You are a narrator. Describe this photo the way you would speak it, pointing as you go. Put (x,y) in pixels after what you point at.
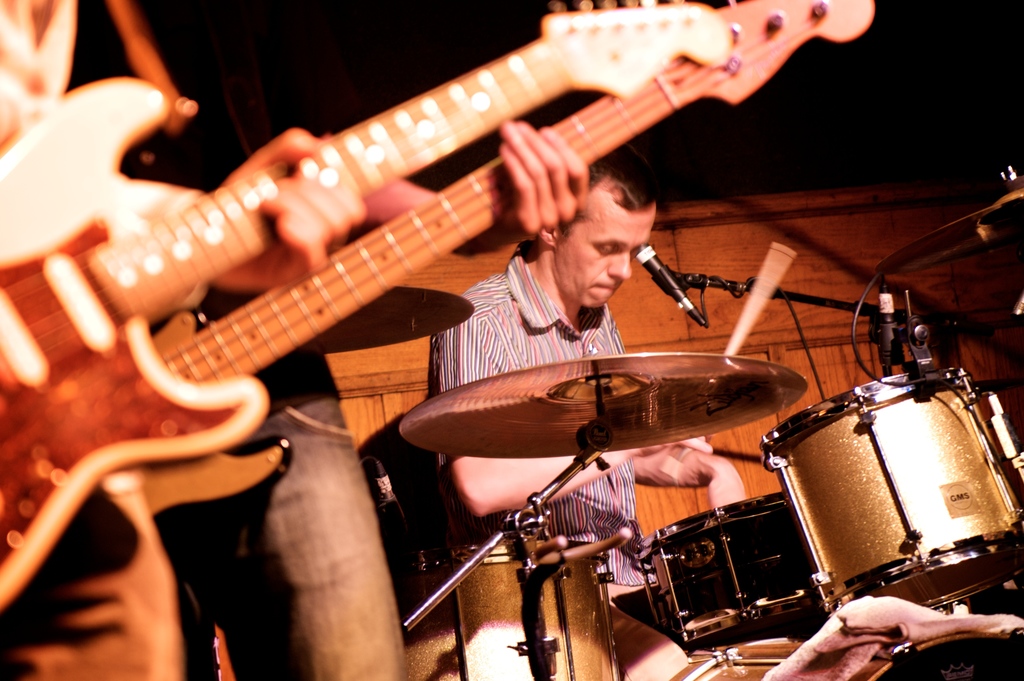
In this image I see a man (623,155) who is sitting in front of a mic (648,250) and I can also see there are lot of musical instruments (834,482).
